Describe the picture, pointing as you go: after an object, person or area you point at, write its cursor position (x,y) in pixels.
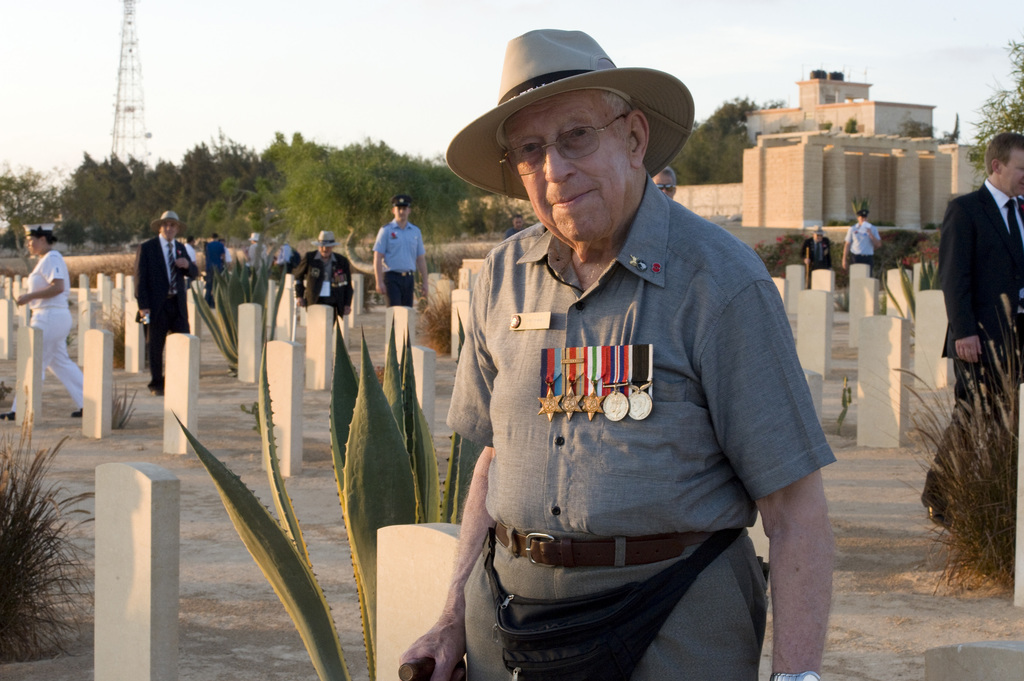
In this picture we can see a man (552,187) wore a hat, spectacle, badges (630,402), bag (498,609) and holding an object (433,661) with his hand (413,651) and smiling and at the back of him we can see stones (301,381), plants (411,504), buildings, trees (326,194), tower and a group of people (176,217) and in the background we can see the sky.
